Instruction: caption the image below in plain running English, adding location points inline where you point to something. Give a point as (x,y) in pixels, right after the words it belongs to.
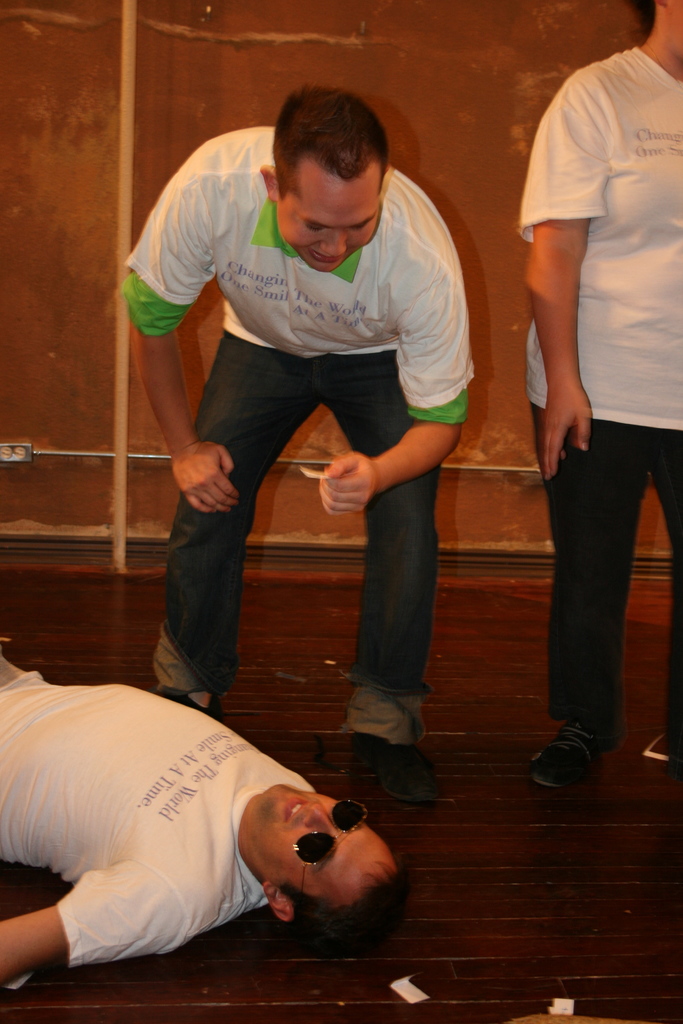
In this picture we can see a person (280,771) lying on the floor (356,1011). We can see two people (243,569) are standing on the floor (249,577). A wall (478,243) is visible in the background (468,222).
